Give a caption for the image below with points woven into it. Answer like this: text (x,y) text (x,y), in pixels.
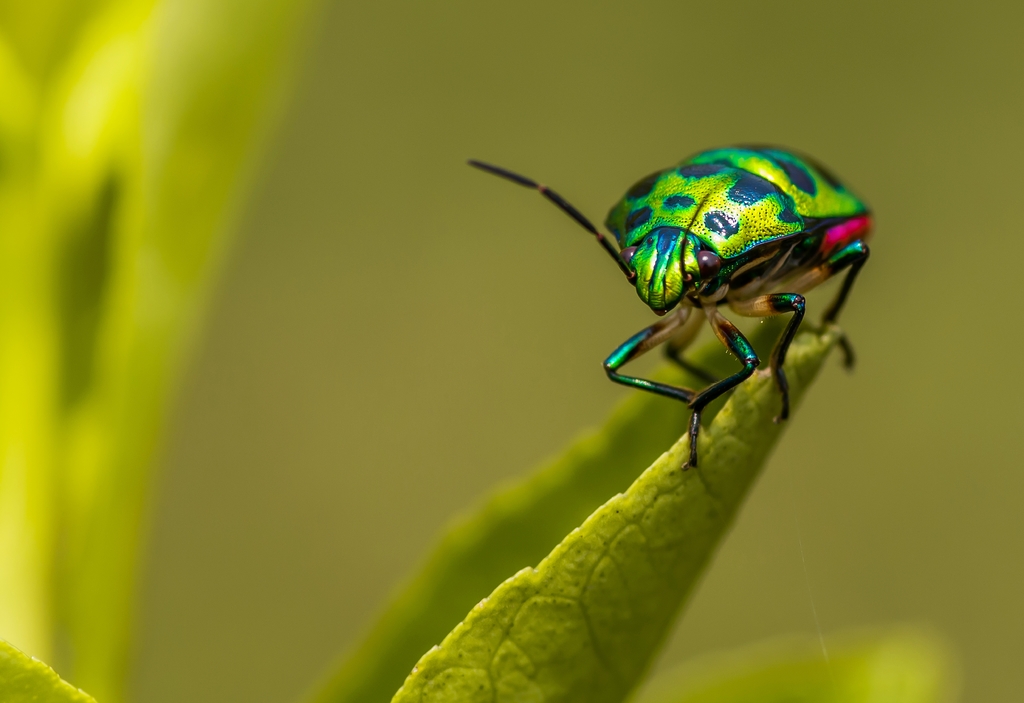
In this picture there is a shield bug (740,202) on a leaf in the image.
